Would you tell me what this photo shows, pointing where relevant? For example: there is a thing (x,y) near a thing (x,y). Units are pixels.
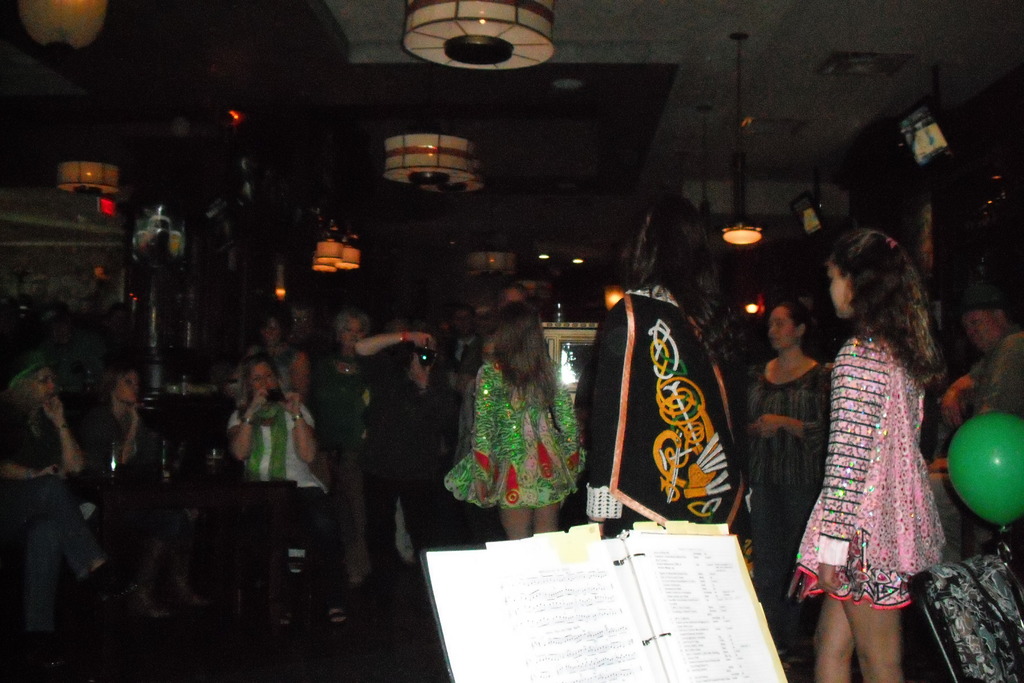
On the right side of the image (910,467) we can see girls (617,445) standing. They are all wearing costumes (616,494). At the bottom (608,648) we can see a book (578,591) placed on the stand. In the background (407,394) there are people (259,462) standing and some of them are sitting. We can see lights (735,244), decors (168,262) and a wall (692,198). On the right (978,496) there is a balloon (974,493).
